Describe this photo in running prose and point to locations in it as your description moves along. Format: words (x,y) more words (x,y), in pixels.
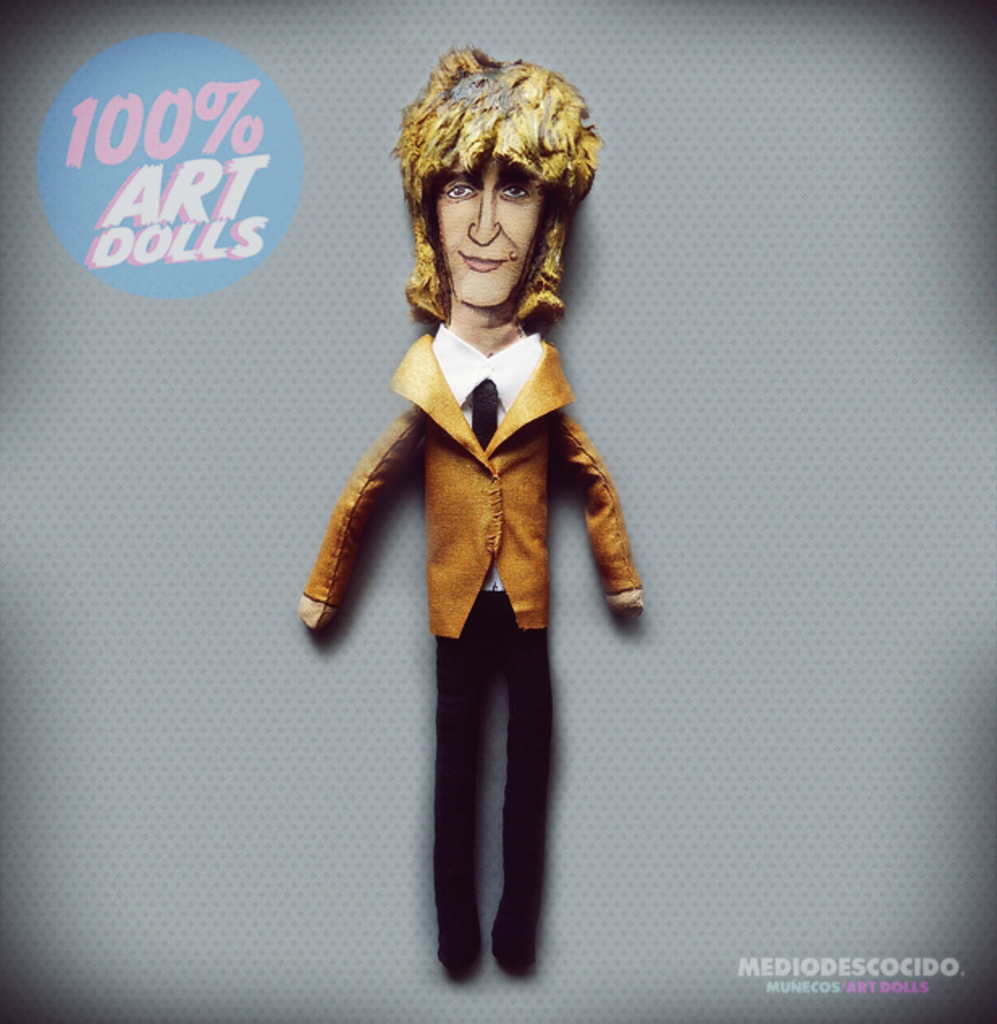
In this image we can see a poster (458,577). On the poster (379,976) we can see a cartoon picture (558,365) and something is written on it. At the bottom of the image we can see a watermark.
